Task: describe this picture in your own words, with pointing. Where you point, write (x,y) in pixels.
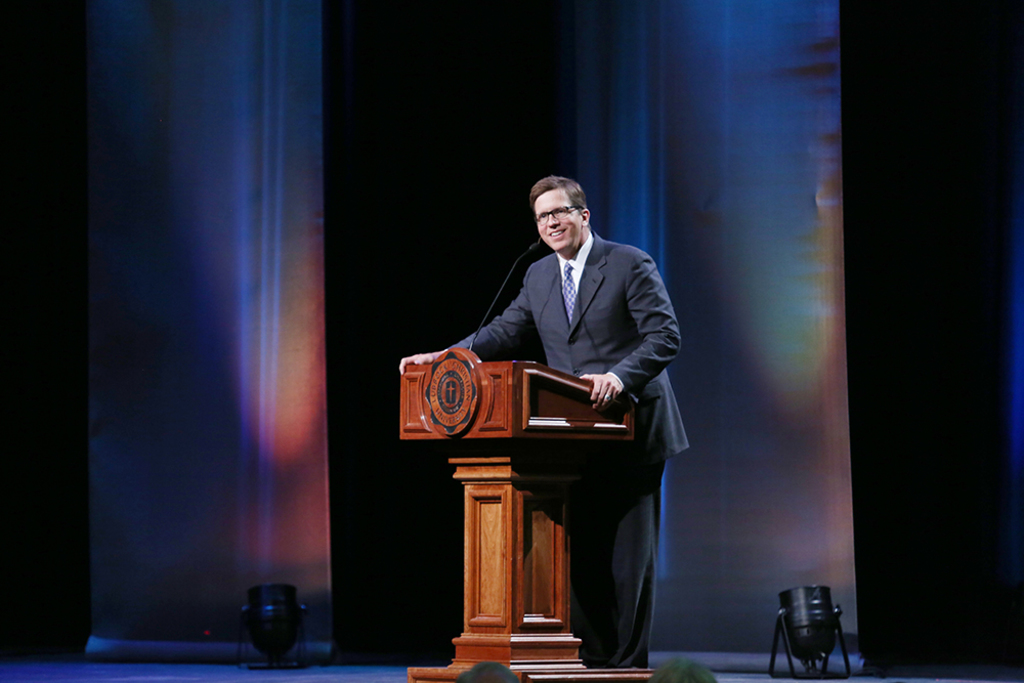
In this image there is a person (669,409) standing on the stage (151,669). He is wearing suit (581,300) and tie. Before him there is a podium (529,437) having a mike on it. On both sides of him there are lights (820,647) kept on the stage (375,680).
